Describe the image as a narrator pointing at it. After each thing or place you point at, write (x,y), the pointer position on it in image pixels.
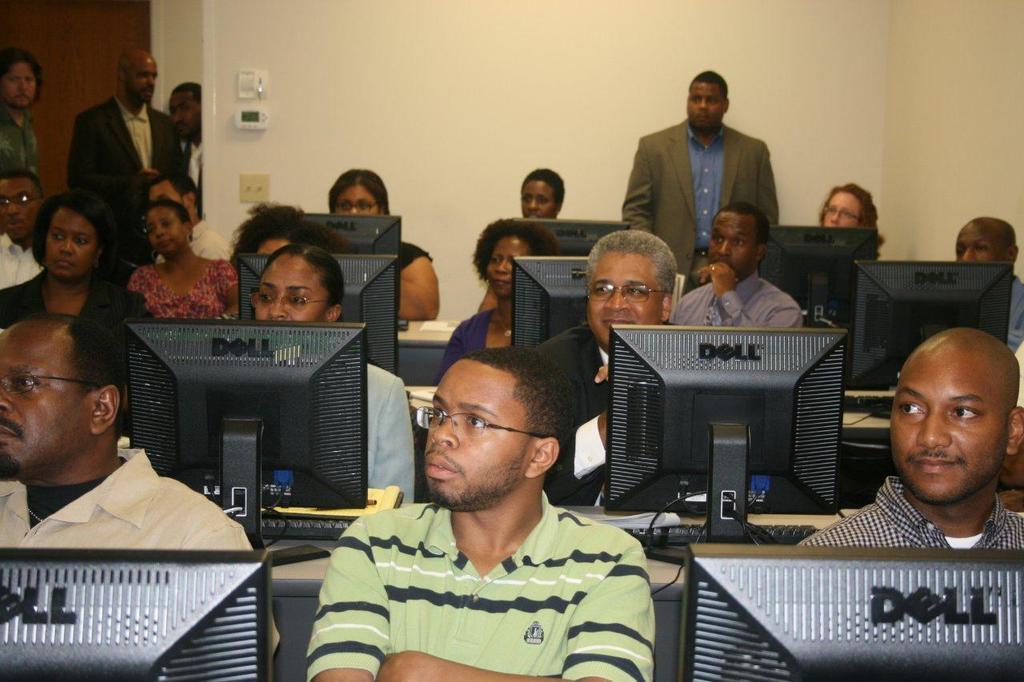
In the picture I can see these people (96,456) are sitting on the chairs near the table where monitors (234,652), keyboards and few more objects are placed. In the background (699,194), I can see a few people (681,160) standing and I can see the wall (392,100).
